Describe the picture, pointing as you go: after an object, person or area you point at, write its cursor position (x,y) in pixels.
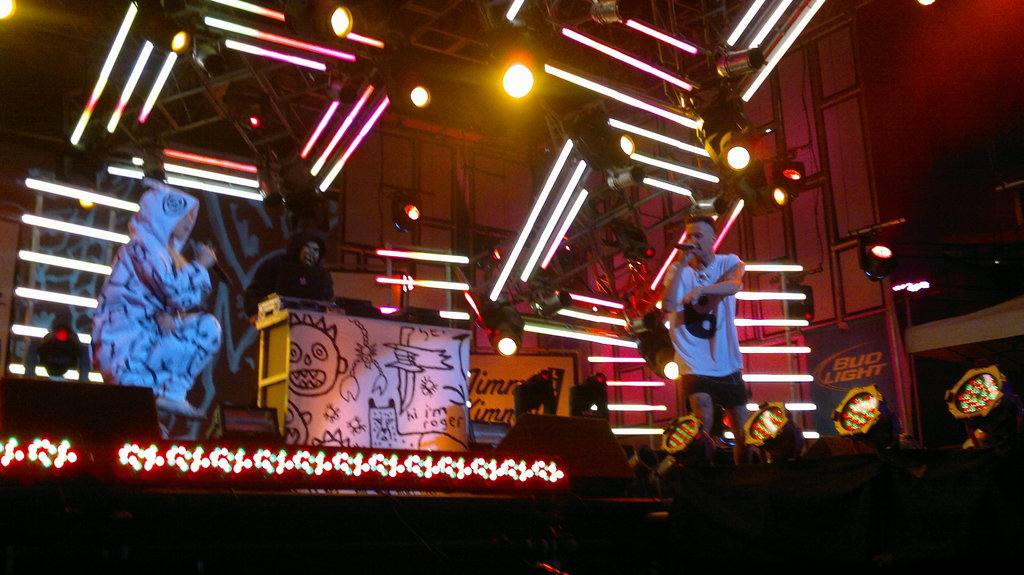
This picture describes about group of people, few are holding microphones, in the background (458,315) we can see few musical instruments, lights (569,331) and metal rods (637,264).
